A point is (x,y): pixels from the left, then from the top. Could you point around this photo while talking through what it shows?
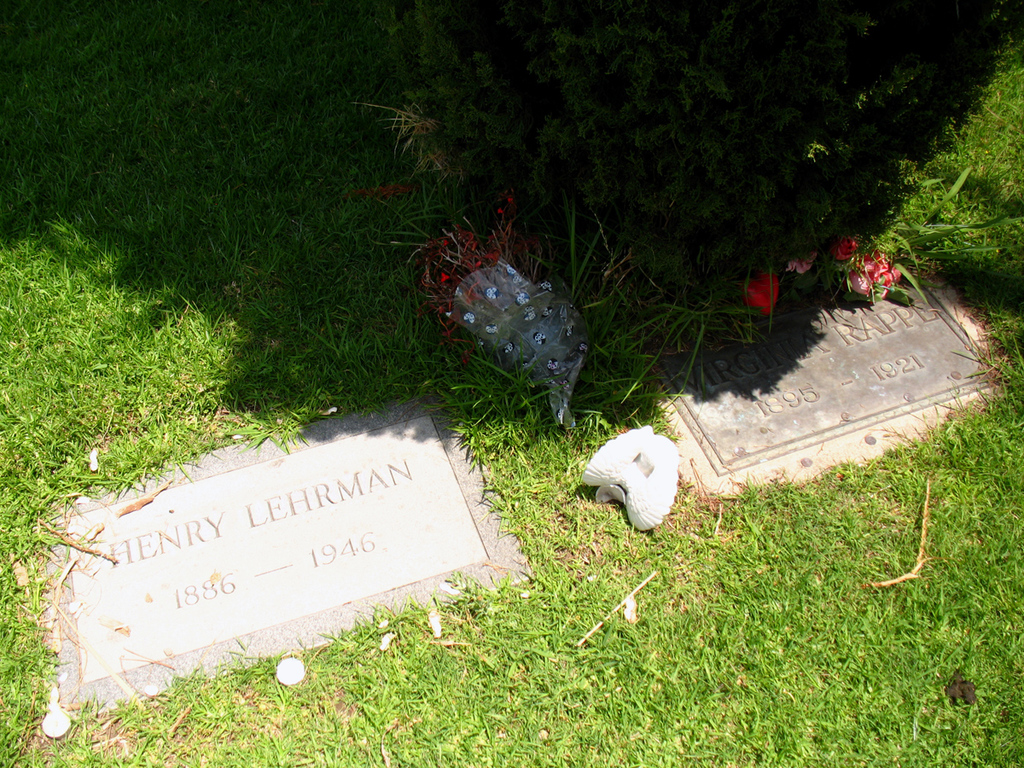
In the picture we can see a grass surface (861,761) on it we can see two grave tiles (340,566) with some names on it and near it we can see some flower petals (434,255) and plant (566,76).
